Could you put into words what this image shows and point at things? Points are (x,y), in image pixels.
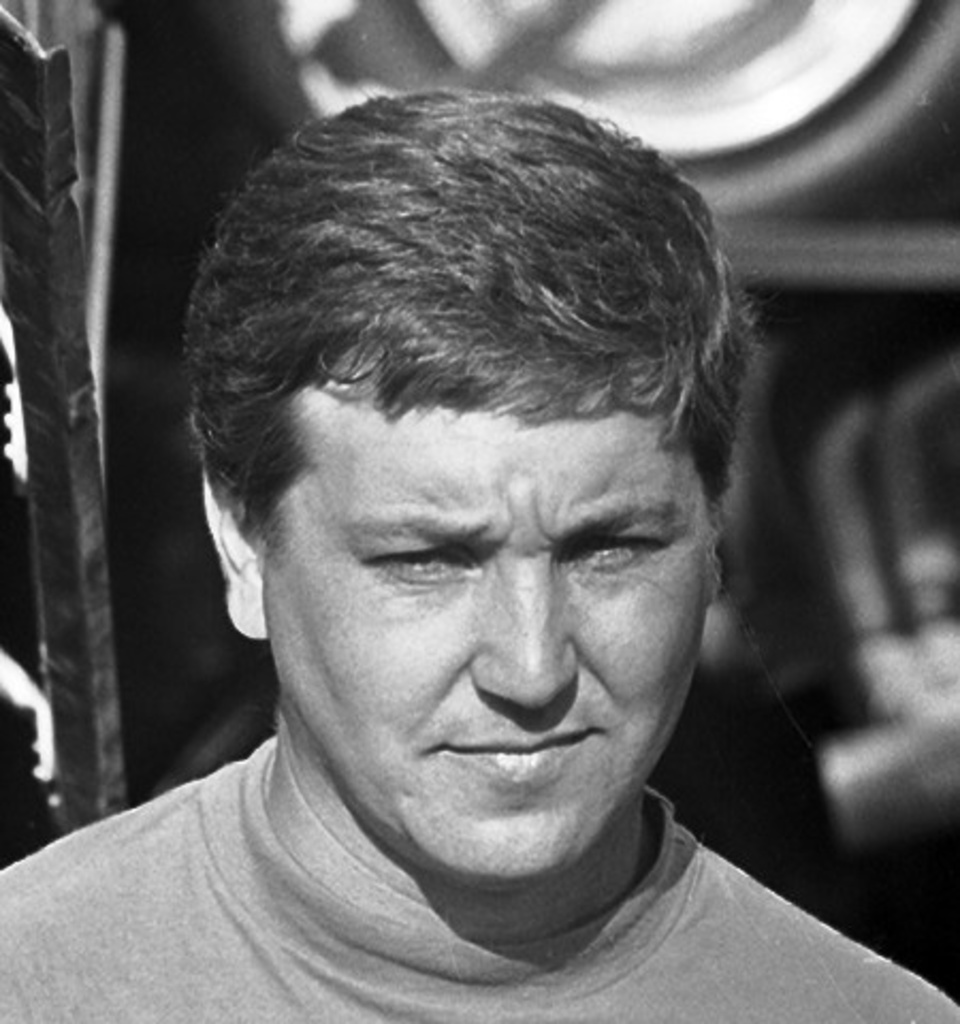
In this picture we can see a person's face (483,701), there is a blurry background (883,261), it is a black and white picture.
